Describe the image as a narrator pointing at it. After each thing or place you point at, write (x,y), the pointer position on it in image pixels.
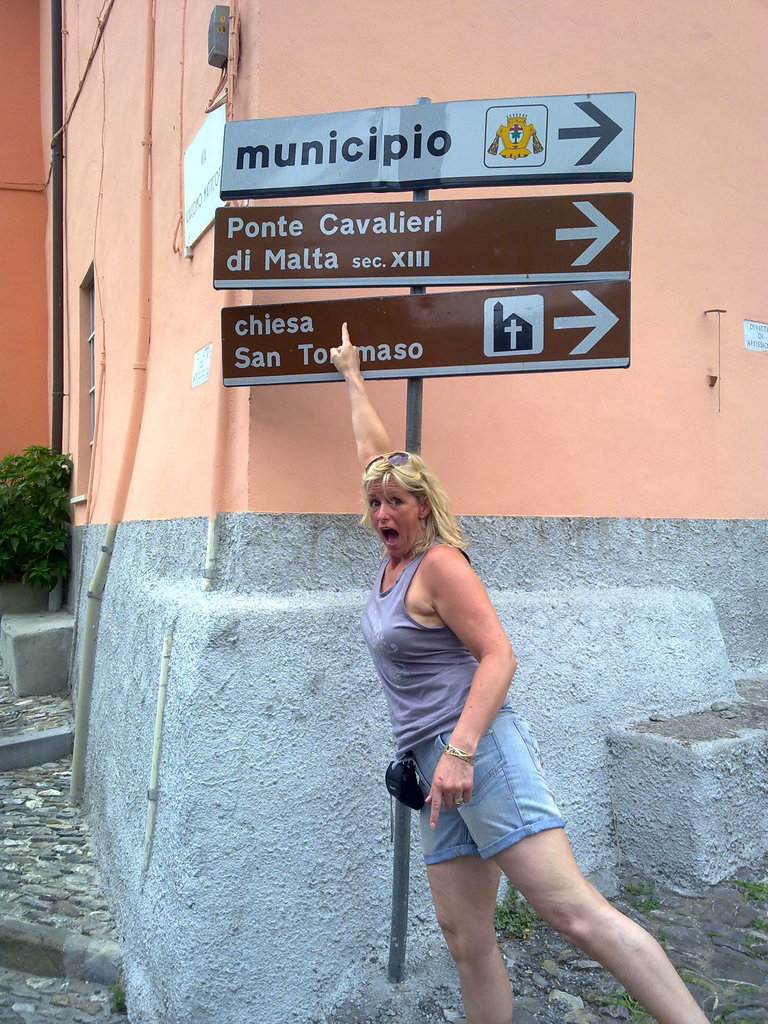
In this picture I can observe a woman (470,887). I can observe three boards (386,244) fixed to the pole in the middle of the picture (393,351). There is some text (279,158) on these boards (316,266). On the left side (41,487) there are some plants (25,514). In the background (136,388) I can observe a building (239,62).
